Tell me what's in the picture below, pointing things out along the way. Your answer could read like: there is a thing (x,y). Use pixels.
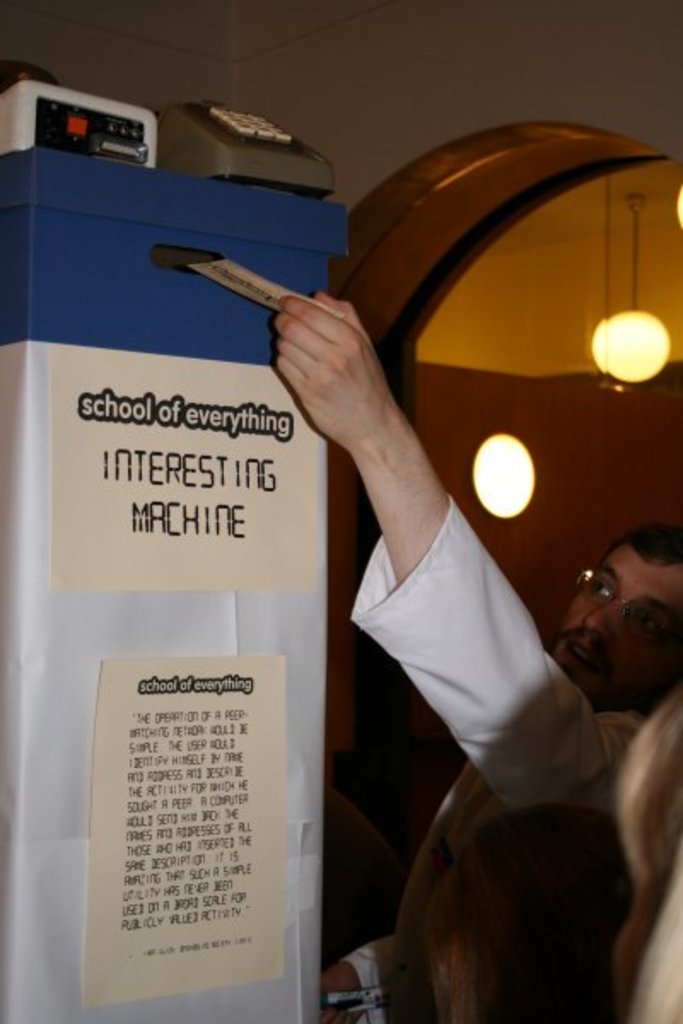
On the left side (67,657), we see an object (71,615) or a machine (127,600) in white and blue color. We see the posters (269,807) in white color are pasted on the machine (166,522). We see some text (166,522) written on the posters (145,810). On top of the machine (140,177), we see a telephone (231,147) and a white color object (58,107). In the right bottom (476,844), we see the heads (529,957) of two women (568,952). Beside them, we see a man (523,703) is standing. In the background (547,318), we see a wall (572,483) and the lanterns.
